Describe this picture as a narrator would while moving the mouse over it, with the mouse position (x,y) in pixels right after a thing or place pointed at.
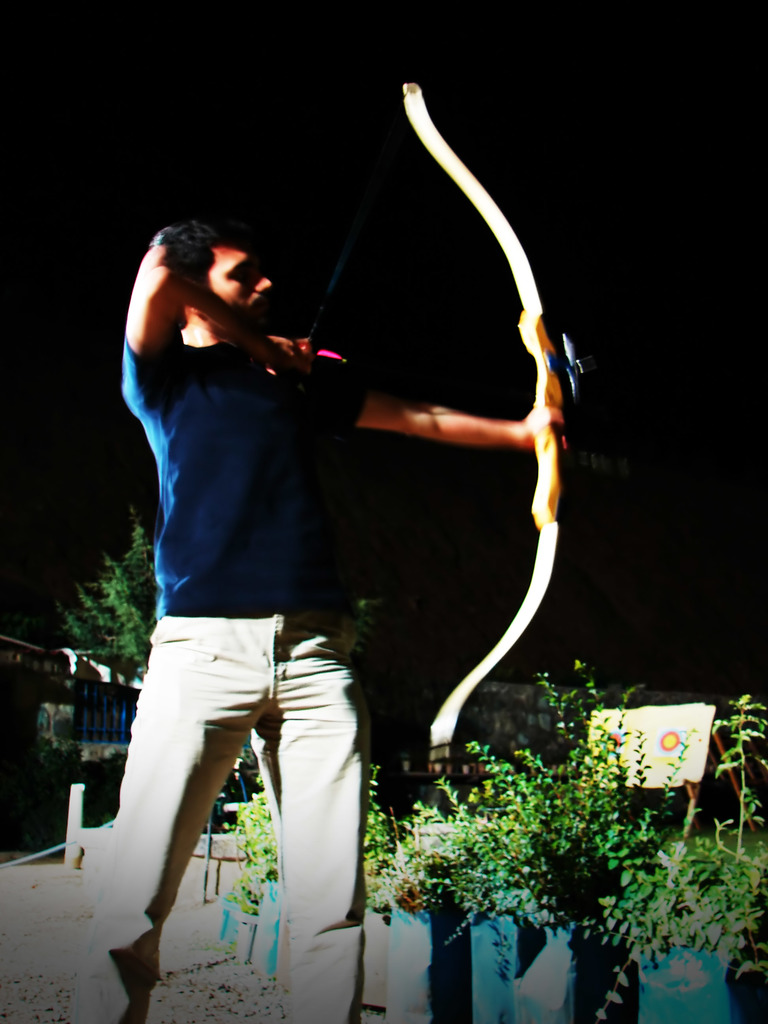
In the picture we can see a person (163,466) wearing blue color T-shirt (175,580), white color pants (235,702) standing and holding bow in his hands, there are some plants (661,899) and in the background (472,631) there are some trees (363,628) and there is dark view.
